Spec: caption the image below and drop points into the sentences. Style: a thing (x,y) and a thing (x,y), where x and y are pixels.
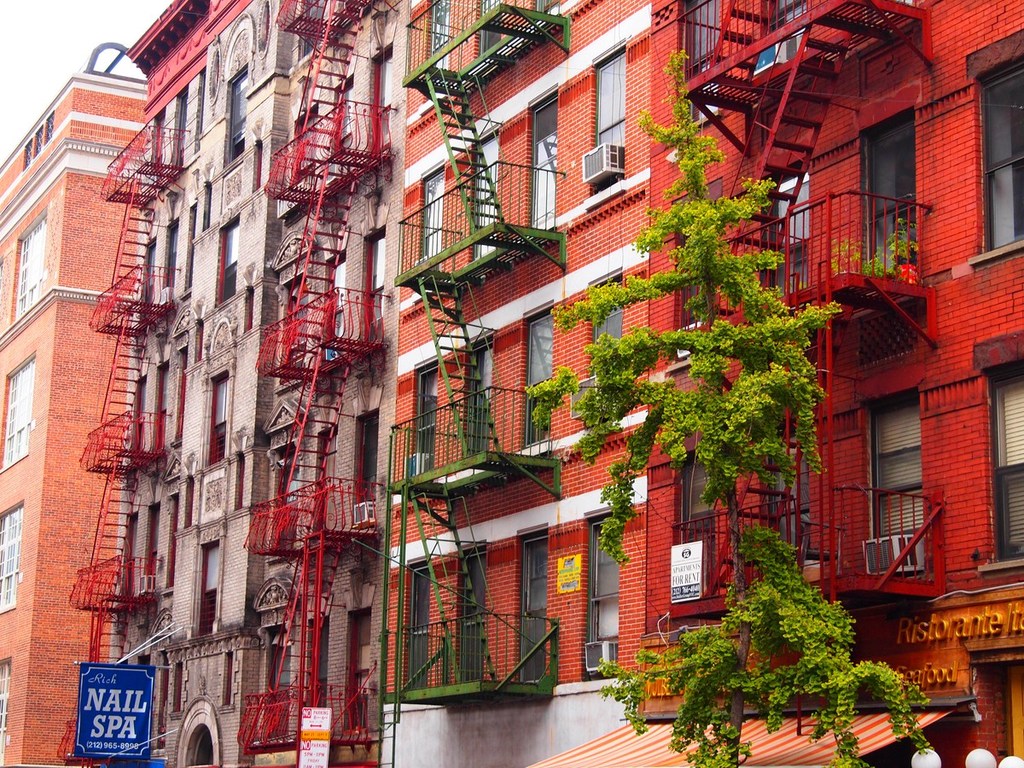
In this image I can see the building (524,507) which is red in color and few other buildings (105,353) which are orange in color. I can see few stairs (368,299) which are red and green in color. I can see a board (118,669) which is blue in color and a tree (736,611). In the background (102,16) I can see the sky (19,66).
